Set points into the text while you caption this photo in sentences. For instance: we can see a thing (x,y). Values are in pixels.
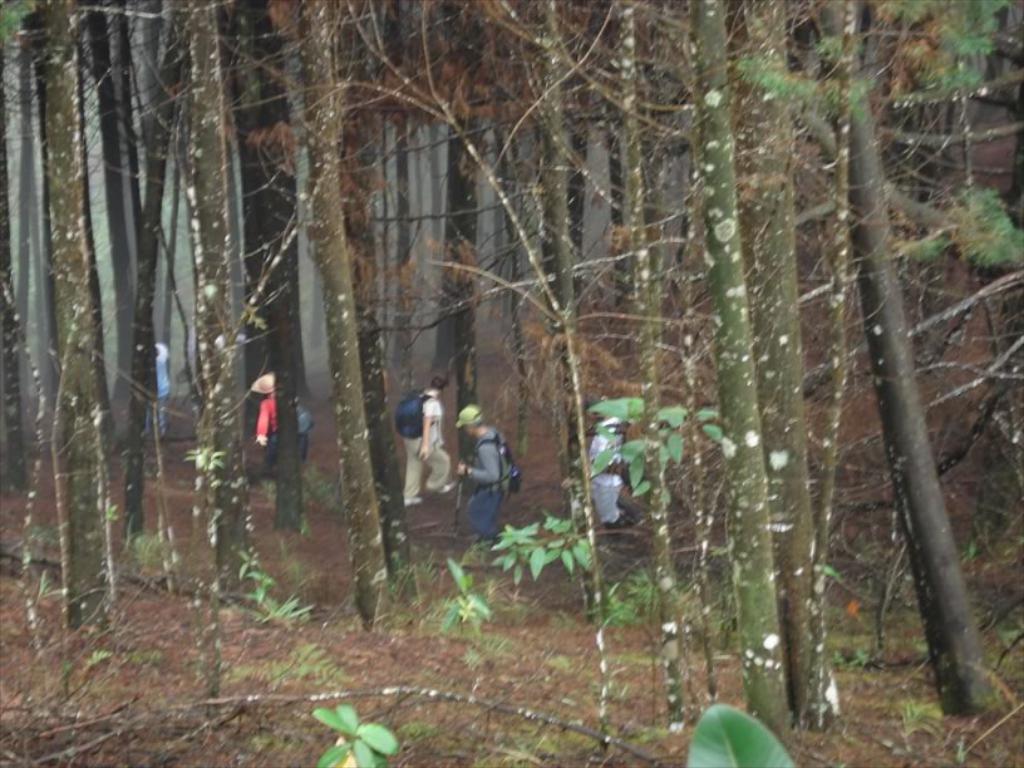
In the image there are plenty of trees (589,523) and a group of people (487,458) walking on the land (311,443) in between those trees (333,382).
